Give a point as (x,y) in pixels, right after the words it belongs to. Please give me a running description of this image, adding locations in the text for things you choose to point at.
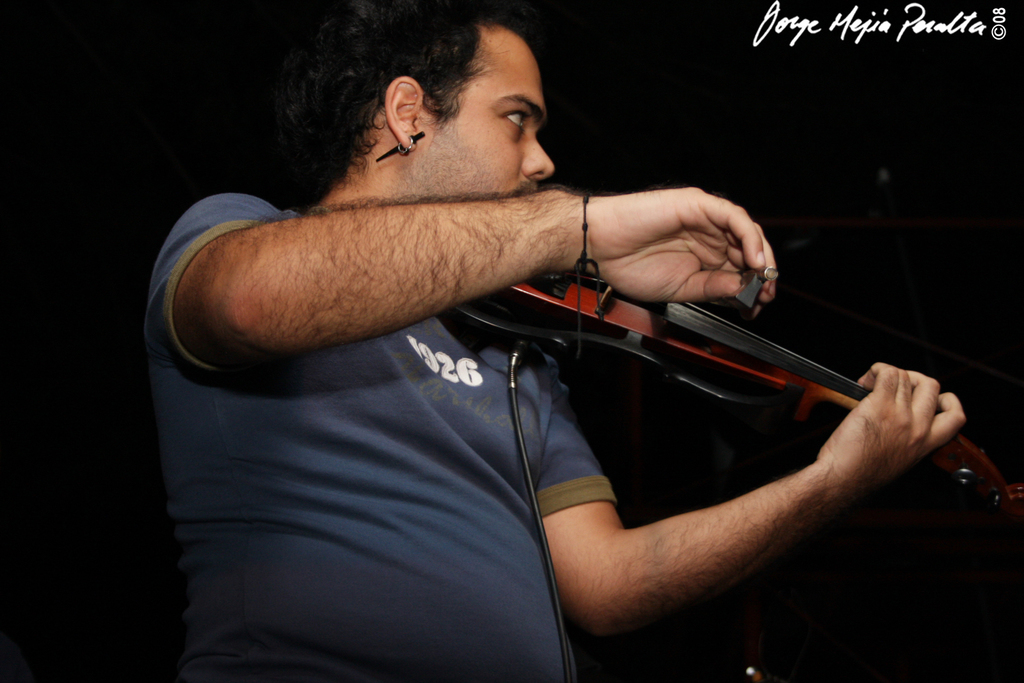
In this image I can see a man (424,650) is holding a musical instrument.
